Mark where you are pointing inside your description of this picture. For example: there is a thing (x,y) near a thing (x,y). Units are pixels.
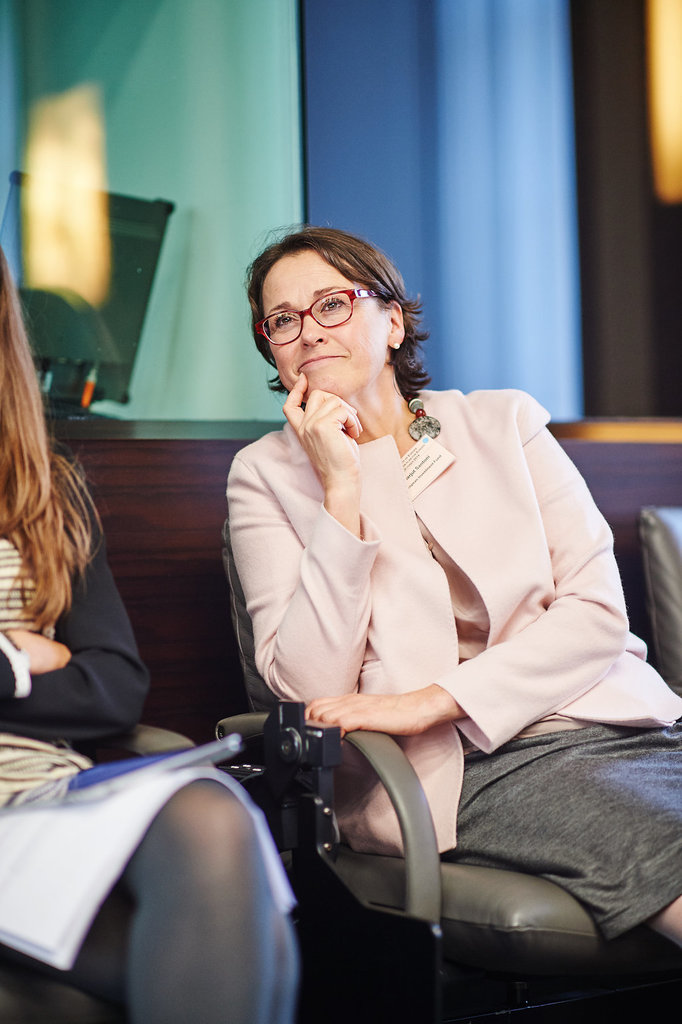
In this picture we can see two people (68,659) sitting on chairs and a woman (258,544) wore spectacles (323,296), smiling and at the back of her we can see the wall (155,499) and some objects (130,347).
